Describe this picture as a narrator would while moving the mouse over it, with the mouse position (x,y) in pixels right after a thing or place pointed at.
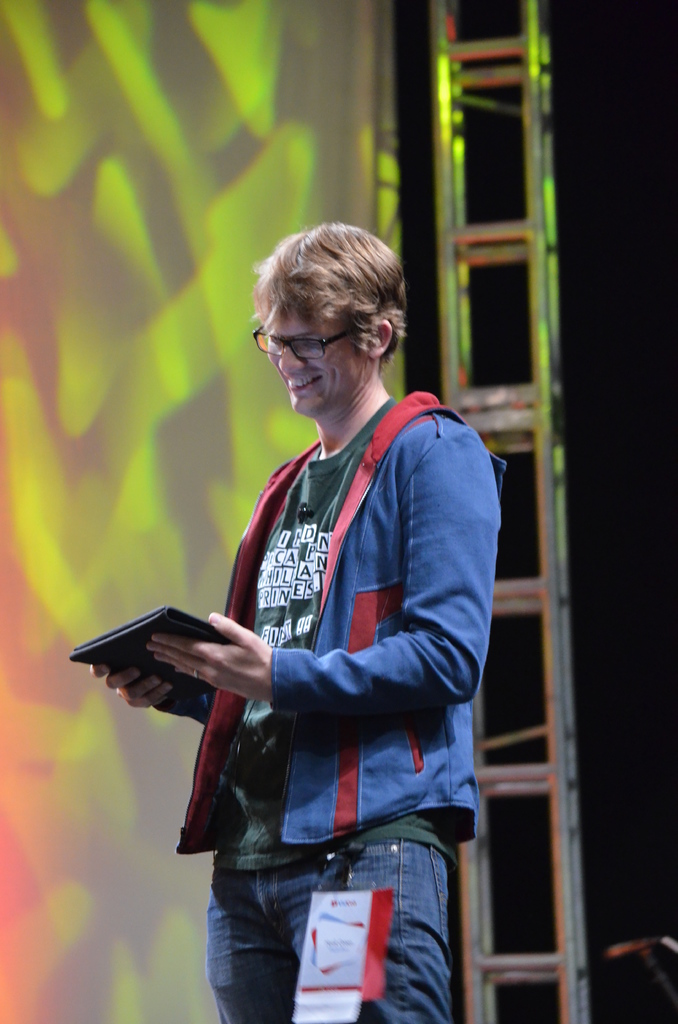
In the center of the image (303,354) there is a person (283,614) standing on the dais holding tablet (127,646). In the background (68,666) we can see ladder (465,101) and screen (144,128).
